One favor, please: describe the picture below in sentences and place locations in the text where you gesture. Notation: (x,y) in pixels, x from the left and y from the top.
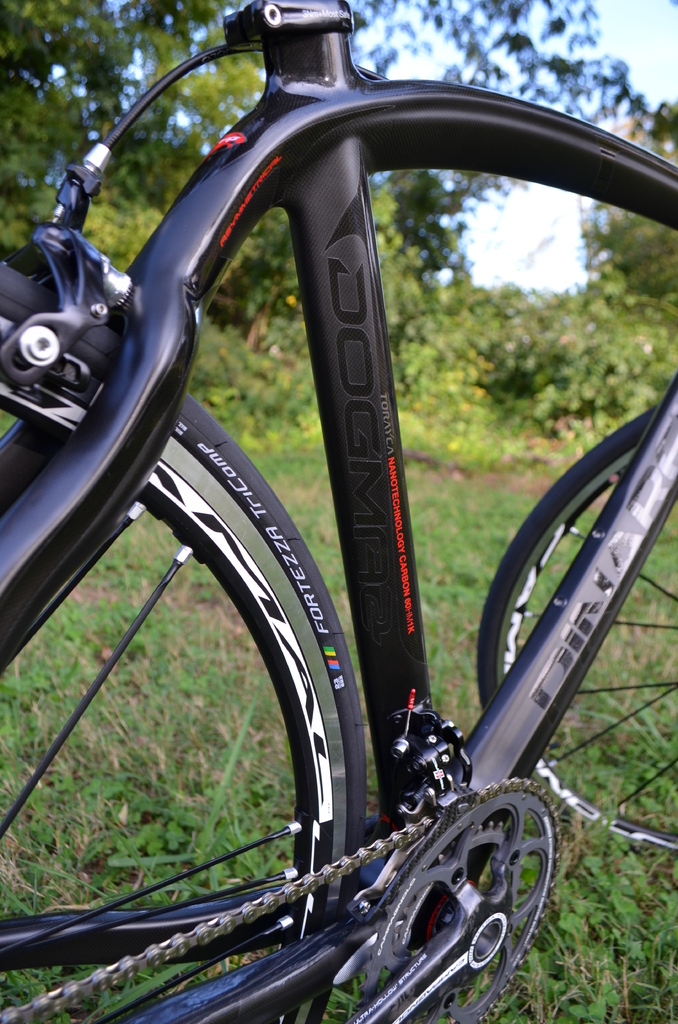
In this picture we can see a bicycle (367,596), grass (417,513) and few trees (150,170).
